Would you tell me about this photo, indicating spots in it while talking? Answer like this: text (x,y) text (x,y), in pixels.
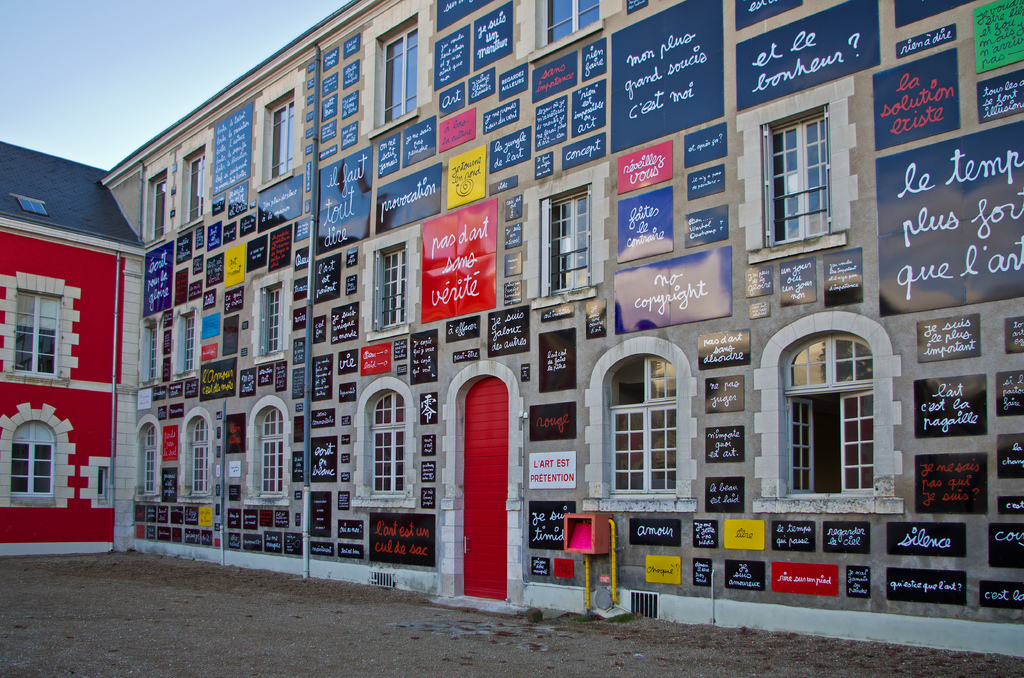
In this image we can see many boards (717,225) to the wall (176,221) on which we can see some text (230,517) is written, here we can see the pipes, windows (268,468), red color door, ground (624,622), red color wall (21,531) and the pale blue color sky (165,7) in the background (118,91).
